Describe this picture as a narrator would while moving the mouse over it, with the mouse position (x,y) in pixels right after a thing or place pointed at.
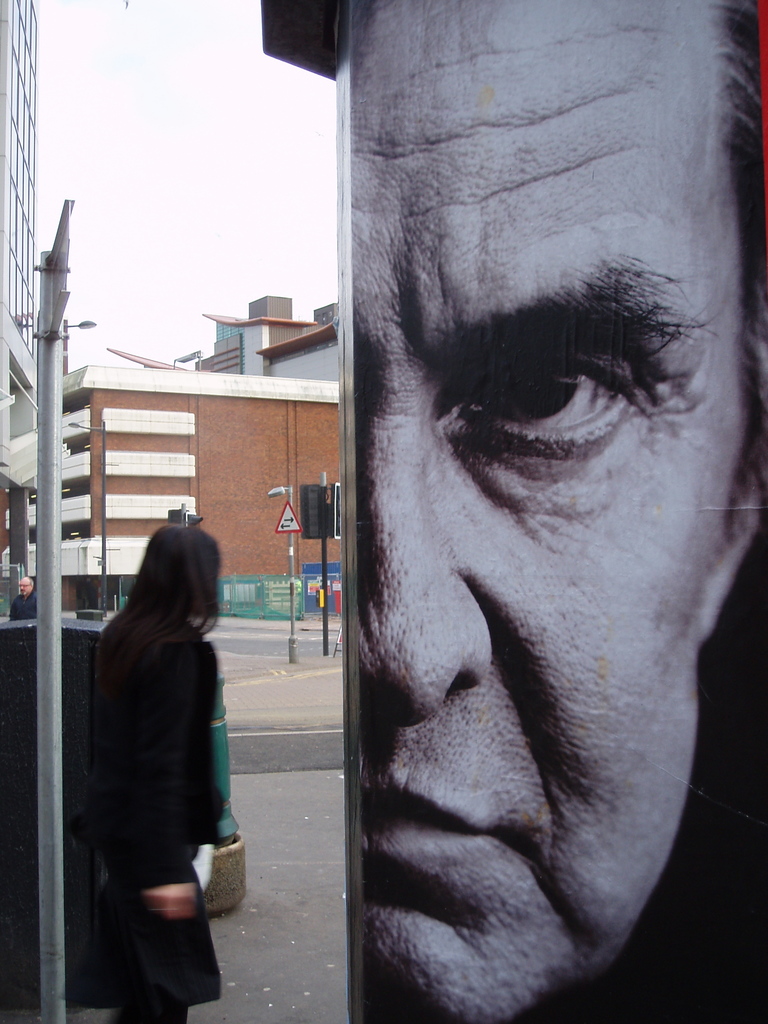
In this picture I can see there is a woman (135,700), there is a picture (611,386) of a man (606,377) at right side (565,355), there is a person (32,587) walking in the backdrop (20,581) to the left (31,598). There are few poles (45,579) and buildings (175,387) in the backdrop (97,432) and the sky (231,212) is clear.
